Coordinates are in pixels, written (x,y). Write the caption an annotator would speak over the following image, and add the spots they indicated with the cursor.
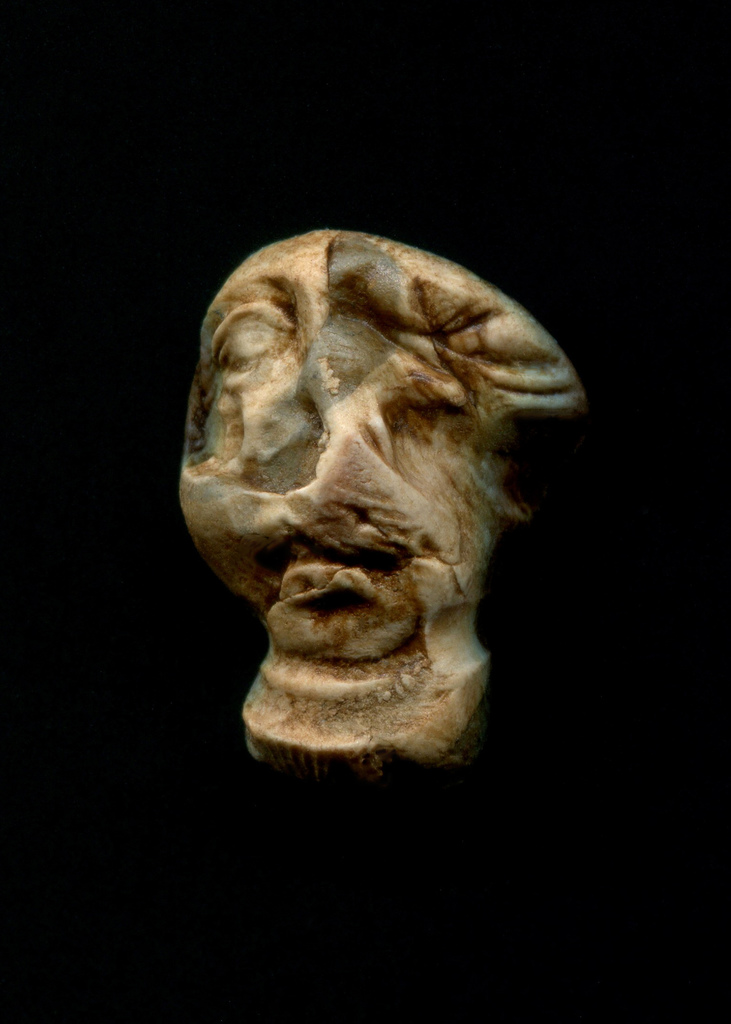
In this picture I can see a sculpture (268,325) and I see that it is dark in the background (637,752).
